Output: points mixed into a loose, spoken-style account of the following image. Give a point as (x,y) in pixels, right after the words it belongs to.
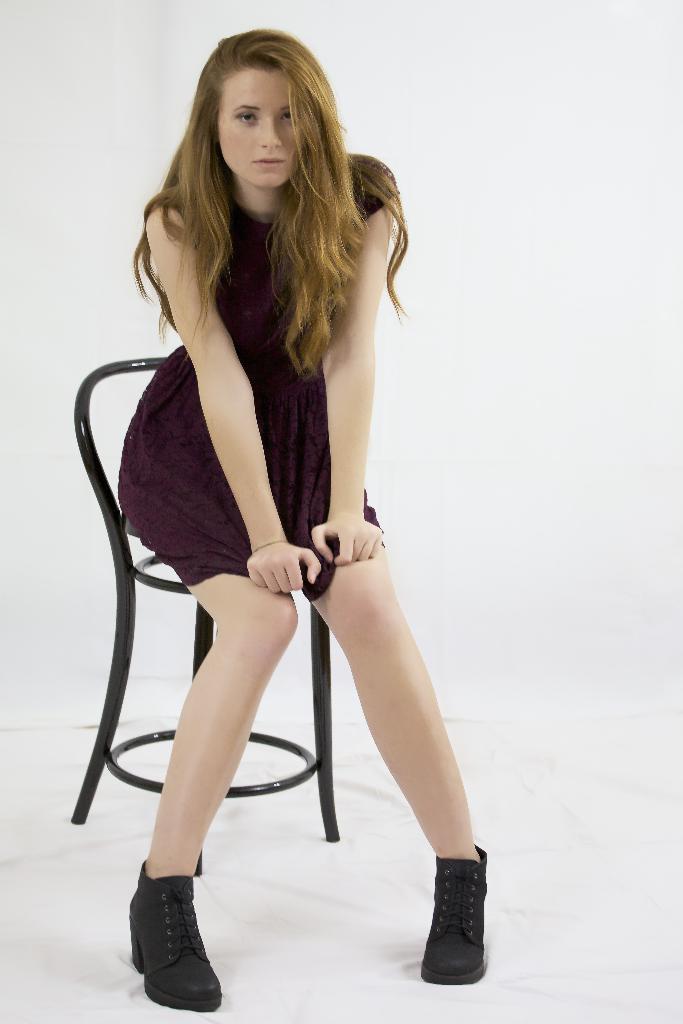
In this image we can see a lady (332,480) sitting on the chair (205,626).
